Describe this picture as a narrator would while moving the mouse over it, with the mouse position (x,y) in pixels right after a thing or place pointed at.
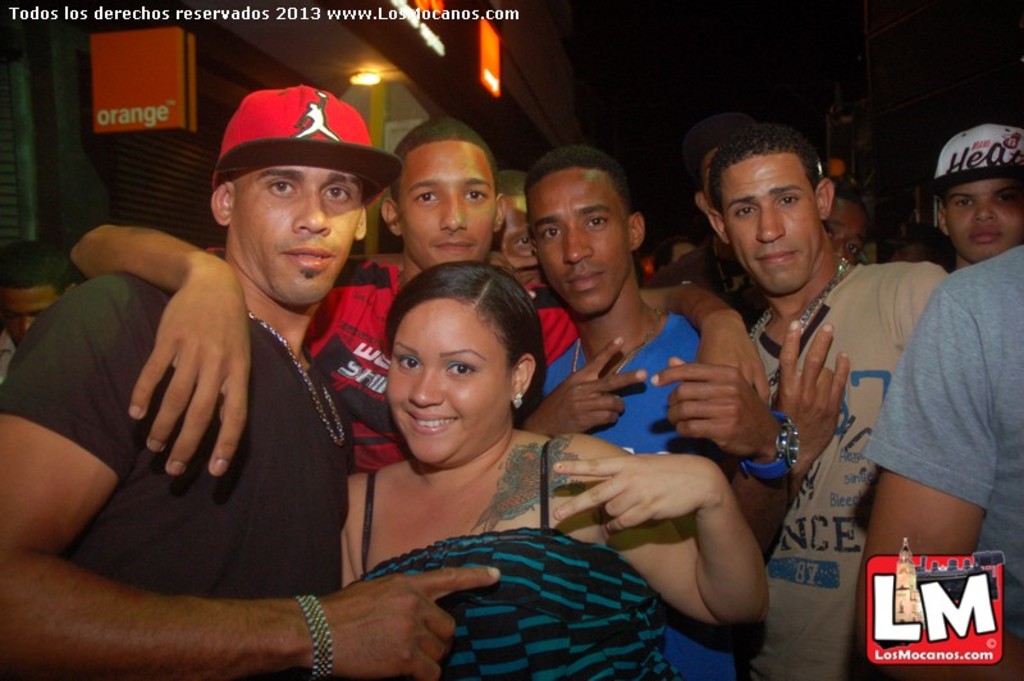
Here in this picture we can see a group of people (788,370) standing over a place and in the middle (475,449) we can see a woman (514,583) and we can see a tattoo (531,493) on her body (528,492) and we can see some people (232,147) are wearing caps (387,161) on them and we can see the woman (532,518) is smiling and behind them we can see lights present here and there.
